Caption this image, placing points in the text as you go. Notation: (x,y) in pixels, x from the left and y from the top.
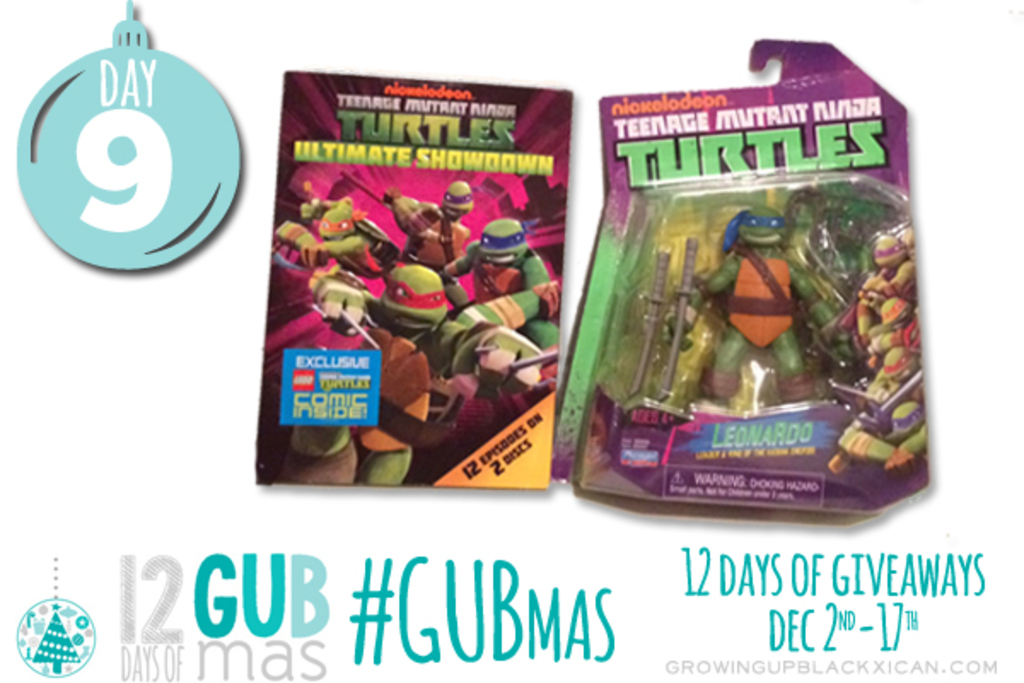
In this picture we can see a poster (410,420), there are pictures of turtles (867,310) and some text (761,161) present on this poster (608,633), we can also see numbers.
